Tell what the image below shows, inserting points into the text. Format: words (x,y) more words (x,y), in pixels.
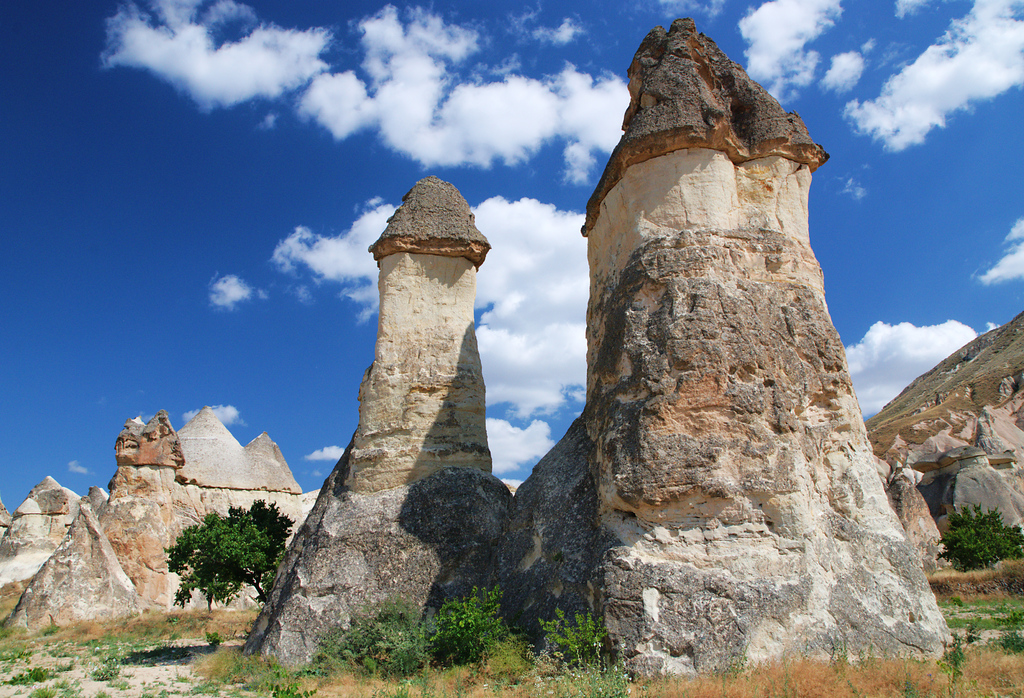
In this image there are rock formations (603,416), trees (966,519), in the background (268,357) there is the sky (497,129).
